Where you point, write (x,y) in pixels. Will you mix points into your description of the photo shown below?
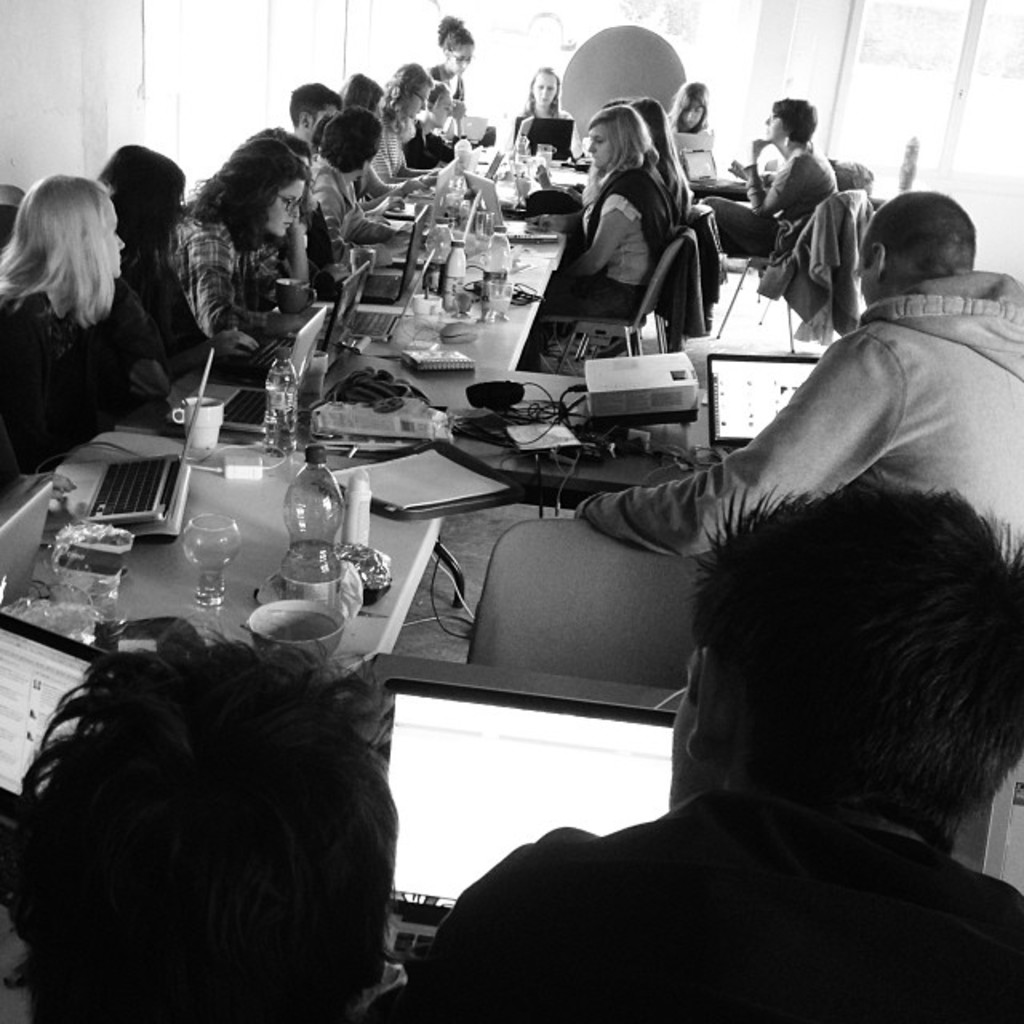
In this image we can see many people (210,656) are sitting around the table (183,521). There are laptops (300,372), glasses (210,570), bottles (301,544), cups (488,296) and projector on the table (685,441).
